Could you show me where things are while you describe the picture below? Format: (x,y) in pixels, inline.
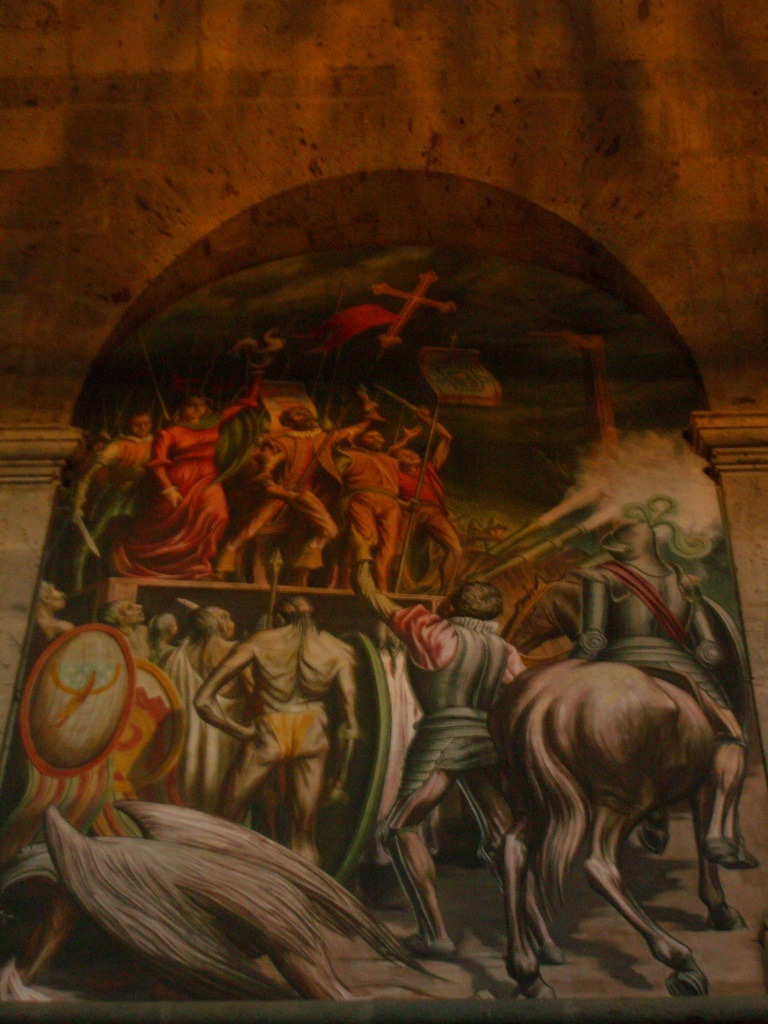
Here we can see a painting (346,653) of persons (352,684) and an animal (694,806). In the background (520,46) we can see wall (690,209) and pillars (760,583).
